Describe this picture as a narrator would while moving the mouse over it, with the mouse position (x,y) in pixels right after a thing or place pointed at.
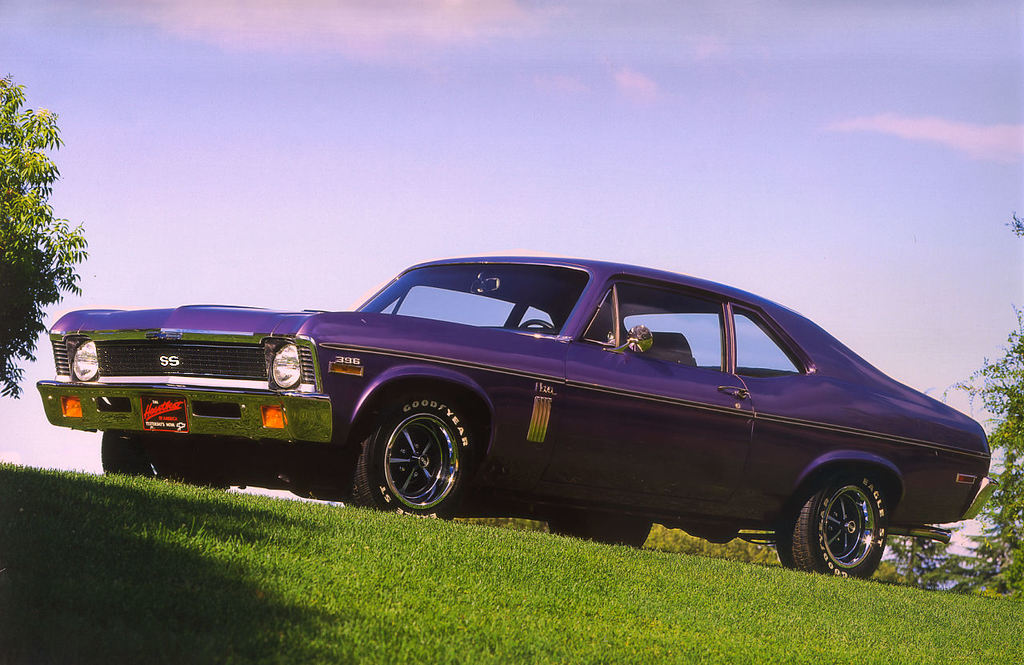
There is a car (382,325). Near to the car (497,347) there are trees (9,251). On the ground (422,622) there is grass (429,606). In the background (508,150) there is sky (718,149).
